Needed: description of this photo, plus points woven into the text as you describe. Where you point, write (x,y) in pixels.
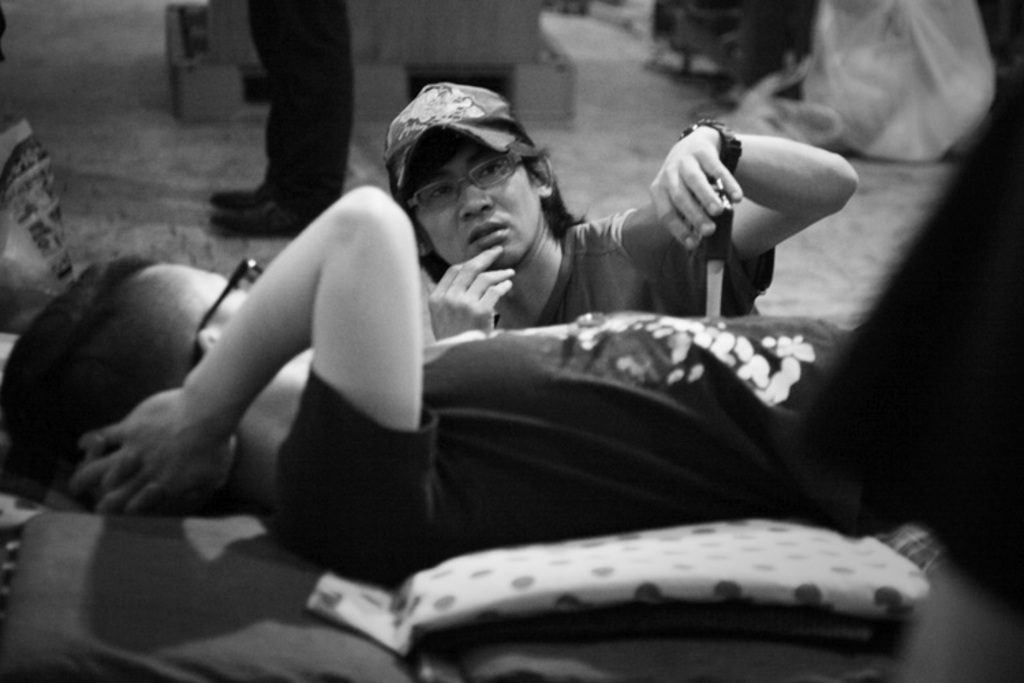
In this image there are two persons (17,411) in the foreground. And there is a floor (126,184) in the background (135,172).
